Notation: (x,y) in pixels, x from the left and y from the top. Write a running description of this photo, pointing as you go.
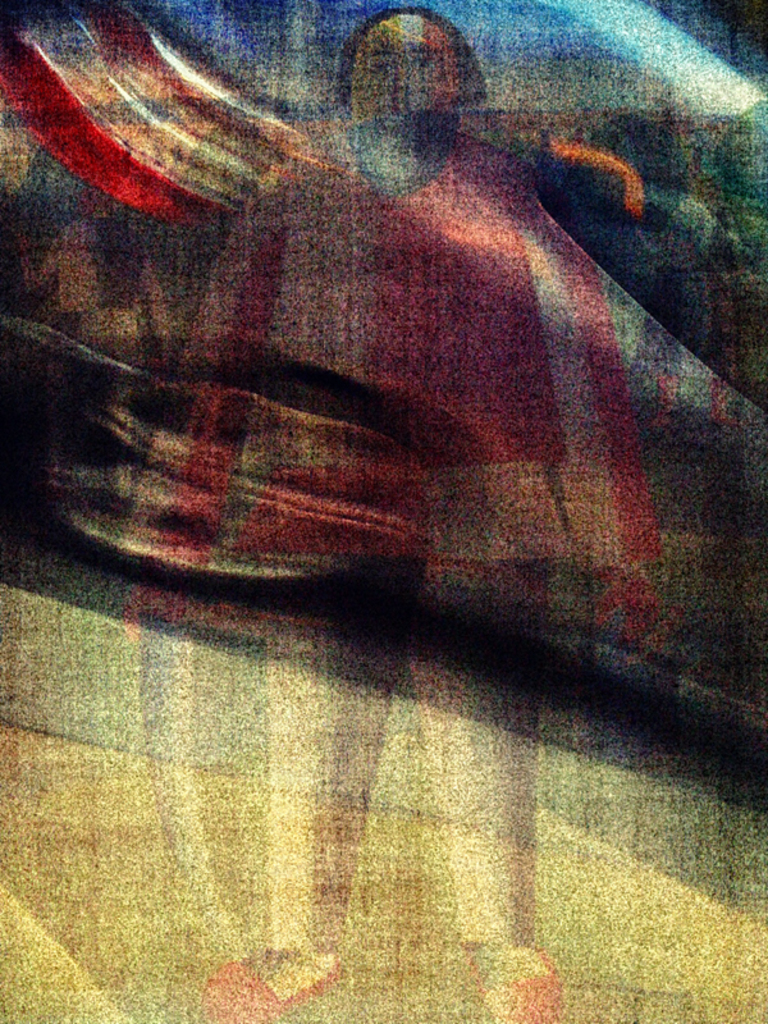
This seems to be a painting. Here I can see the depiction of a person (453,709) and a car (157,137).
